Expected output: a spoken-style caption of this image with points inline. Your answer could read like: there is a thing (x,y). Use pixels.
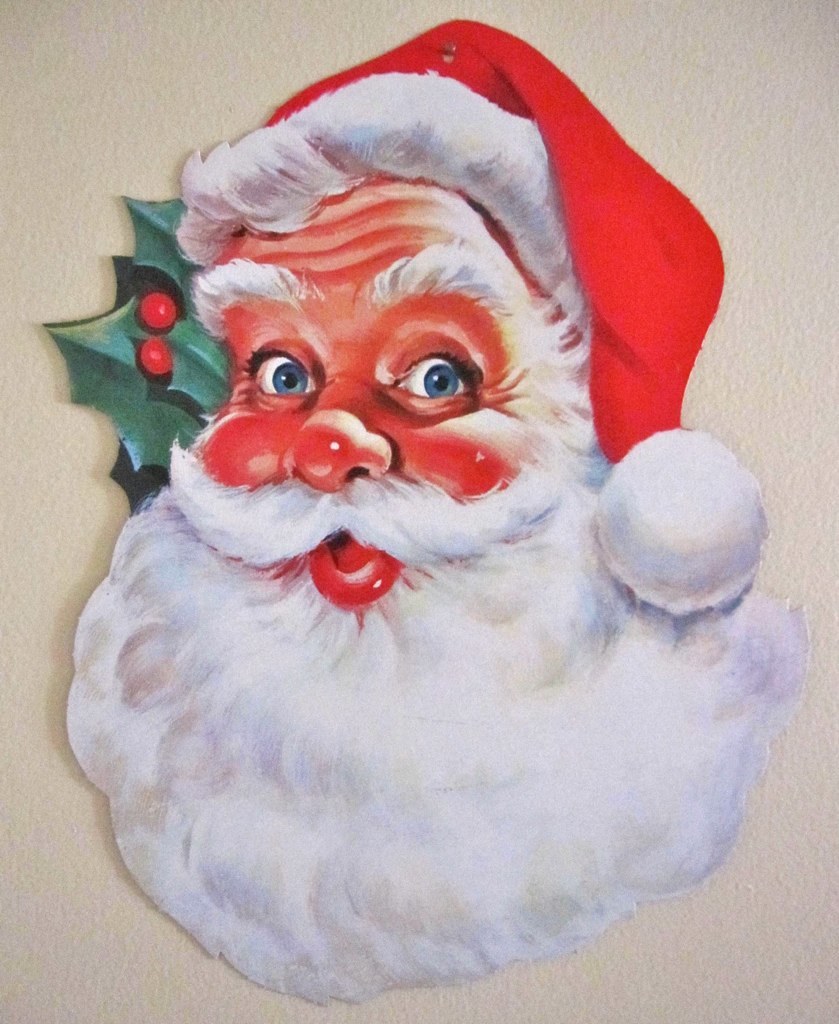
In the image there is a painting (256,558) of Santa Claus (359,302).
